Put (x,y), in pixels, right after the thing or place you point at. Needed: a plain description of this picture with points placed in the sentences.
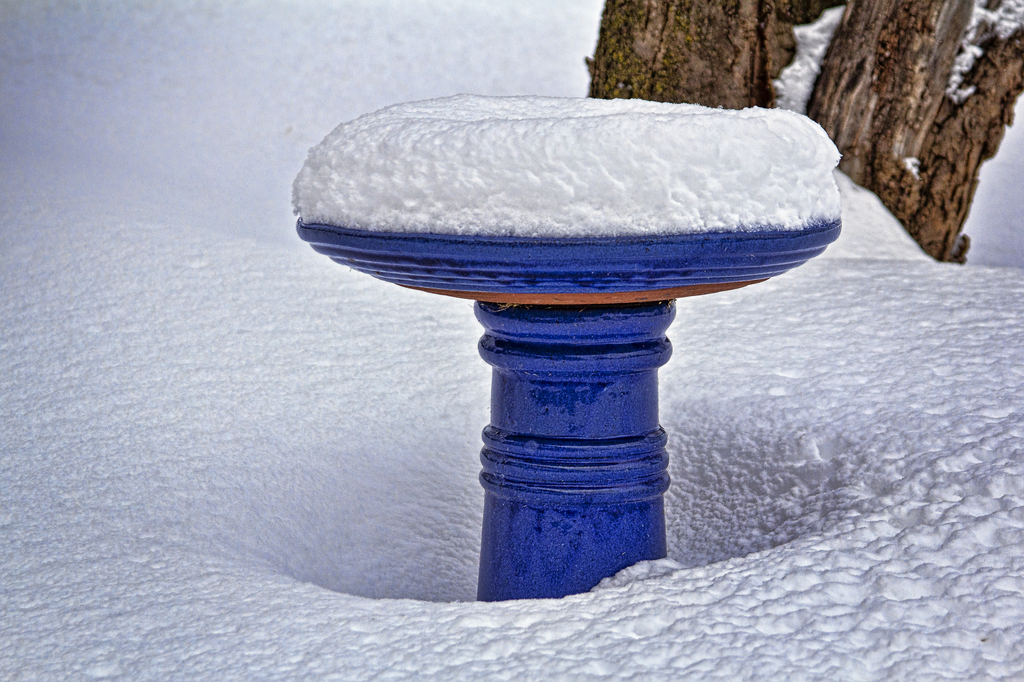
In the background (857,76) we can see tree trunks (907,69). On the blue object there is snow (519,177). At the bottom portion of the picture (993,518) there is snow (966,468).
